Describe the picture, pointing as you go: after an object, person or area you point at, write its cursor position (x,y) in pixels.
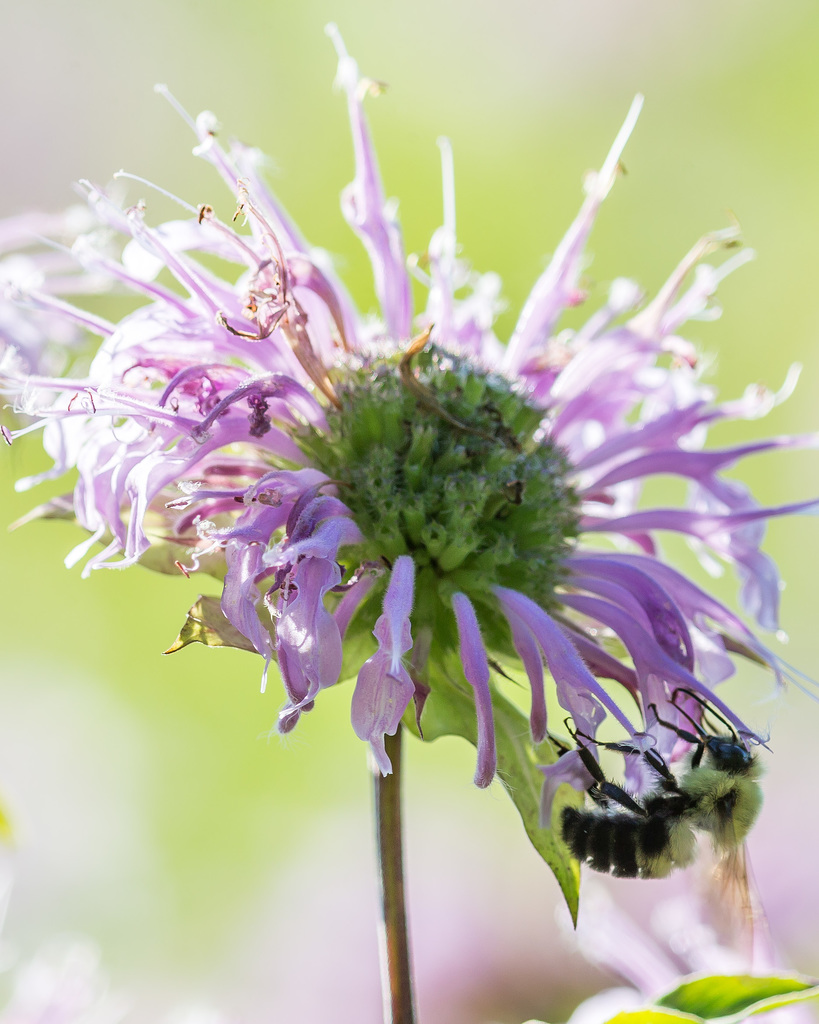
In this picture we can see pink color flower (394,610). On the bottom right (687,825) there is a fly (693,779) or insect (625,816). Here we can see leaf (691,996).
